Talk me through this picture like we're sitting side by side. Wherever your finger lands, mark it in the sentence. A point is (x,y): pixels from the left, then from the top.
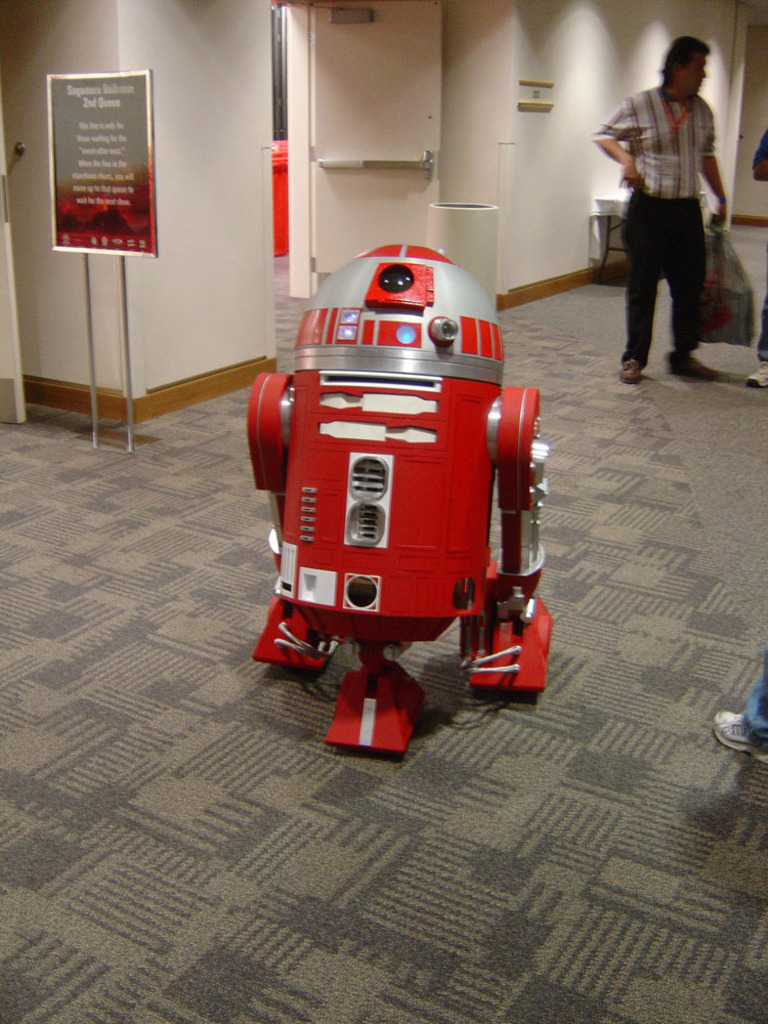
In the foreground of this image (456,535), there is a robot (446,577) on the floor (370,896). On the left (111,295), there is a board (129,215), wall (176,120) and the door (369,82). We can also see three people (741,728) on the right (752,724) and also a table (614,216) in the background (615,206).
